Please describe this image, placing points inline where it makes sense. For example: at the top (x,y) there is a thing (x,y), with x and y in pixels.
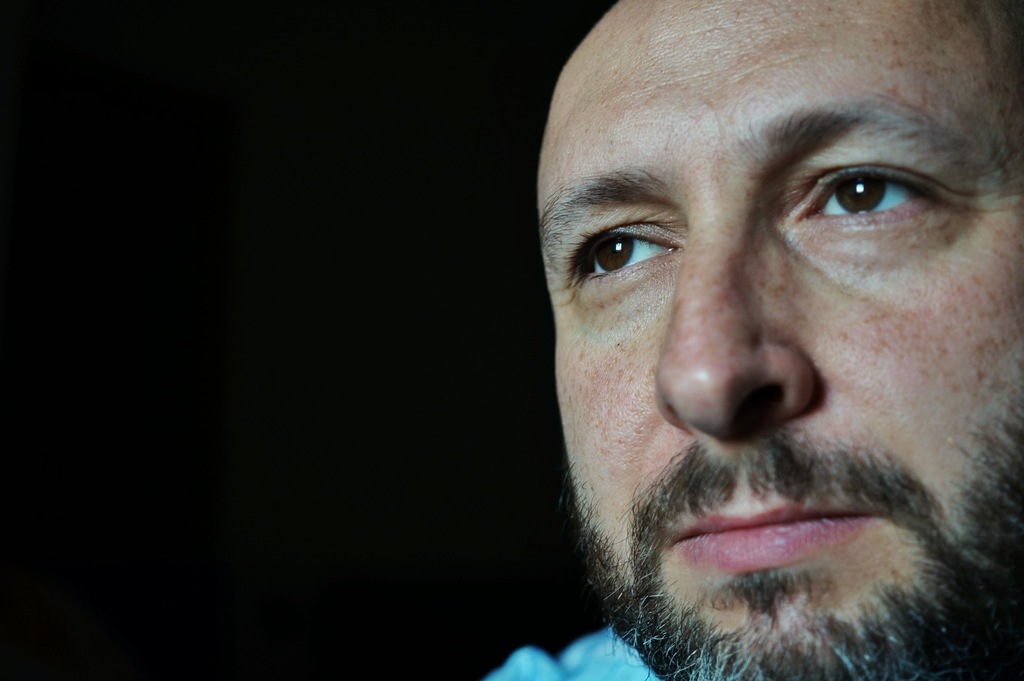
In this image we can see some person's face (676,330).
